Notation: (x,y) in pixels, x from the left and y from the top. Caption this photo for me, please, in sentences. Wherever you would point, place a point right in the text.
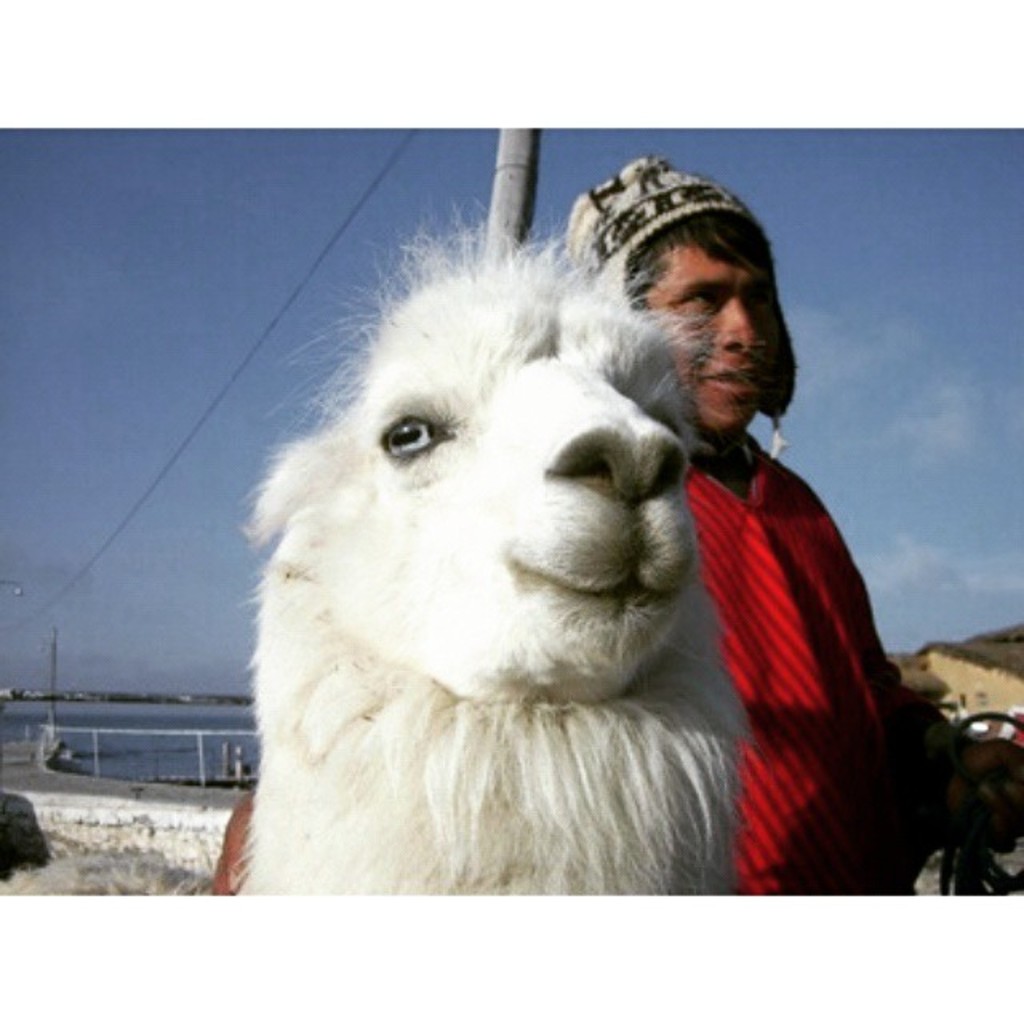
In this image I can see in the middle (525,510) there is a white color animal (547,642), beside it, there is a person (765,511). This person (715,532) is wearing a red color sweater (830,604), at the top (321,249) it is the sky (253,252).
